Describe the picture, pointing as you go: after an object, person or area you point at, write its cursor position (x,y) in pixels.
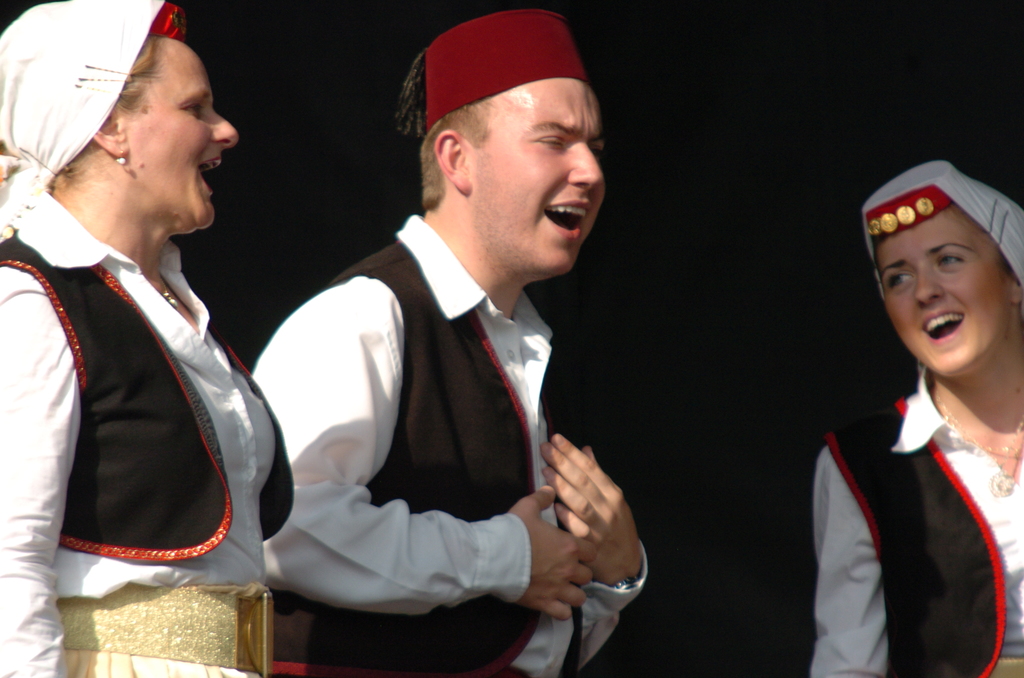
In the foreground of the picture (418,303) there are people (397,371) wearing same costumes (354,415), they are singing. The background (877,95) is dark.
